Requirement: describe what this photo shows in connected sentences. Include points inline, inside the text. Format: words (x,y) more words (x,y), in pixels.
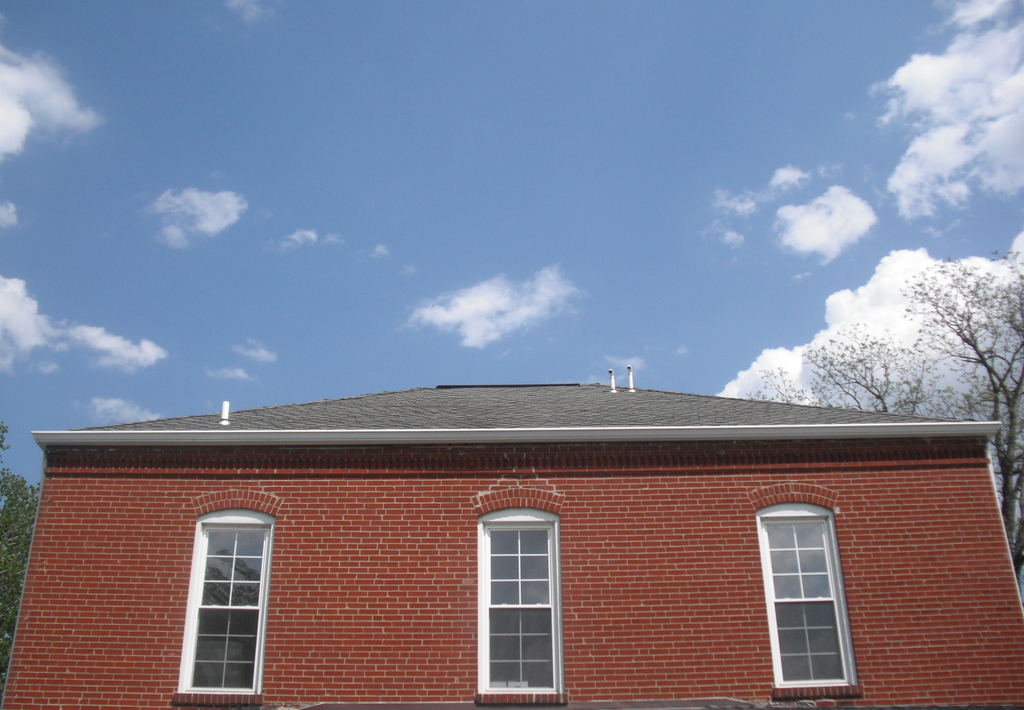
In this image I can see in the middle (422,464) there is a house (438,667) with glass windows (517,607) and there are trees (18,500) on either side, at the top (665,149) it is the cloudy sky (657,244).
